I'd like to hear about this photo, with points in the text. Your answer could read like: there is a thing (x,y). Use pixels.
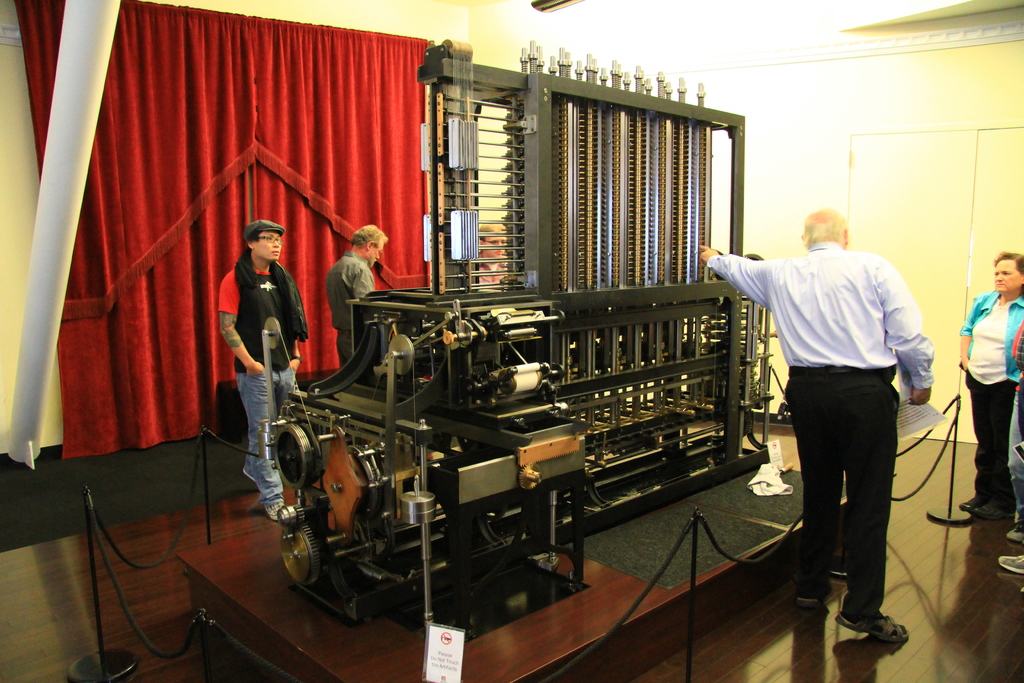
In this image there is a machine (526,383) in the middle (540,430). On the right side (810,401) there is a man (817,325) who is pointing to the machine (574,223). On the left side (267,120) there are red colour curtains (190,111) to the wall (14,124). The machine (425,593) is surrounded by the fence (672,547). On the left side (334,287) there are two other persons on the floor (979,547). At the top (555,9) there is light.
